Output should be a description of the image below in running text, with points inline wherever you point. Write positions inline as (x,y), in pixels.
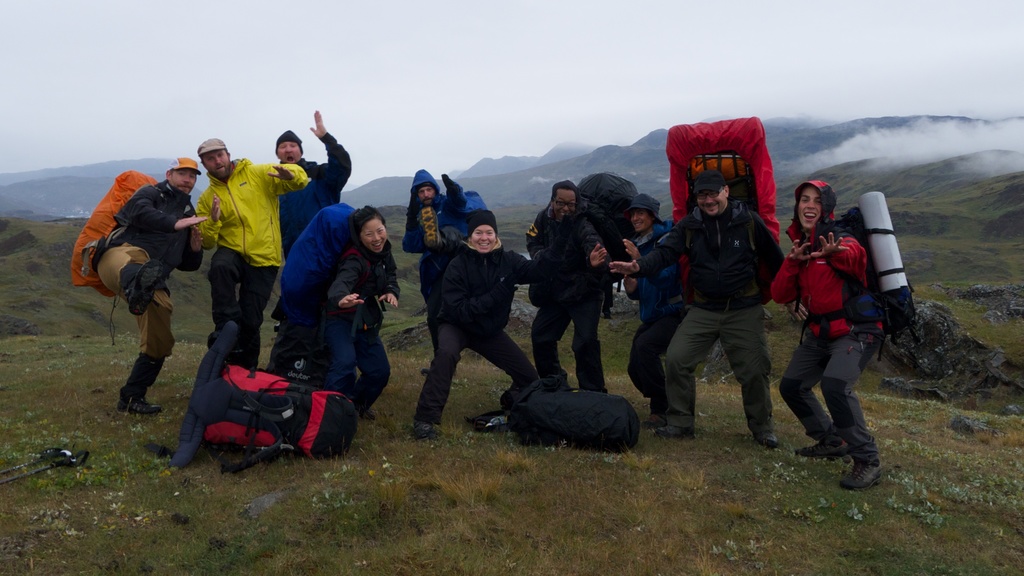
In the picture I can see some people (521,375) are on the grass (510,439), they are carrying bags (226,413), behind we can see hills (813,127), clouds (895,113) and full of grass (42,317).
